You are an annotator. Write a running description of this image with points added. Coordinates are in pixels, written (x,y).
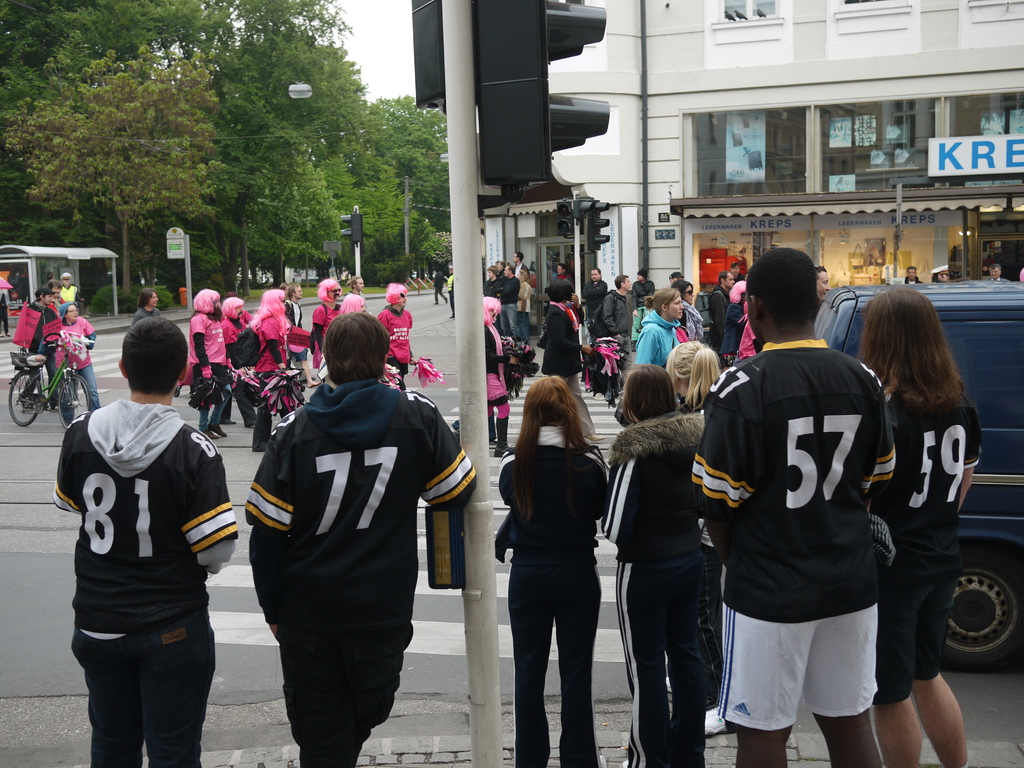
In this image there are group of people (689,513), some of them are holding cycles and wearing some costumes (269,359) and some of them are walking. And in the background (323,273) there are some buildings (620,164), trees (170,147), poles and some boards (7,265). At the bottom (66,687) there is a road (456,682), and in the center of the image (478,484) there is a pole (452,17) and traffic signals (418,40) and also there are some vehicles (946,333), lights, and some other objects (27,258).
